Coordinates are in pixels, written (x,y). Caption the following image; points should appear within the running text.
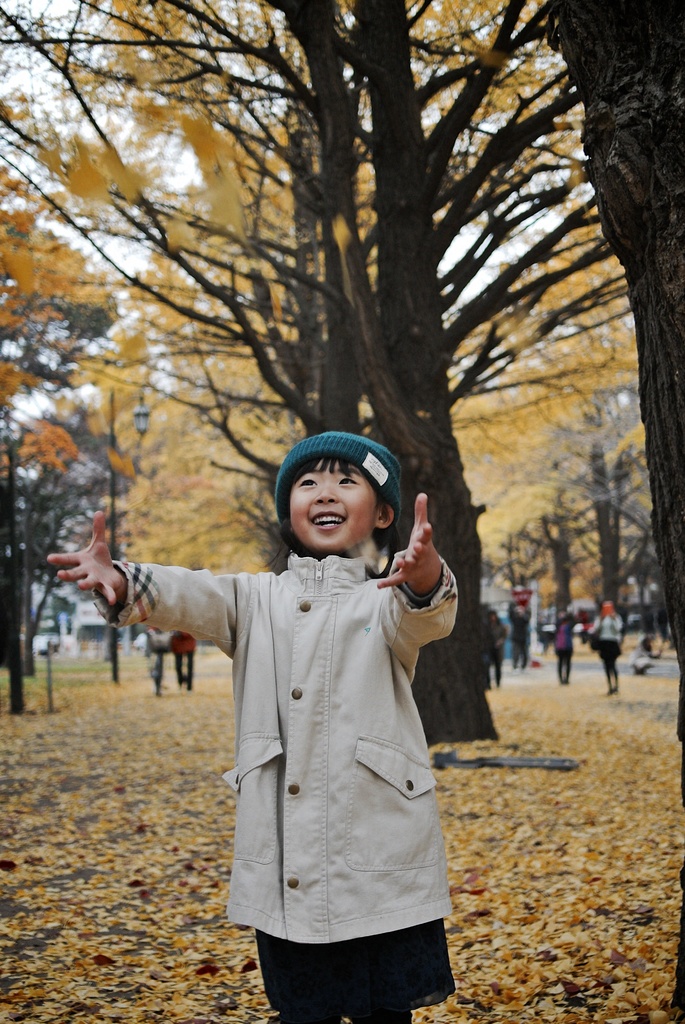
In this picture there is a small girl (330,556) in the center of the image (302,666) and there are yellow trees (425,272) and other people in the background area of the image (7,591).
